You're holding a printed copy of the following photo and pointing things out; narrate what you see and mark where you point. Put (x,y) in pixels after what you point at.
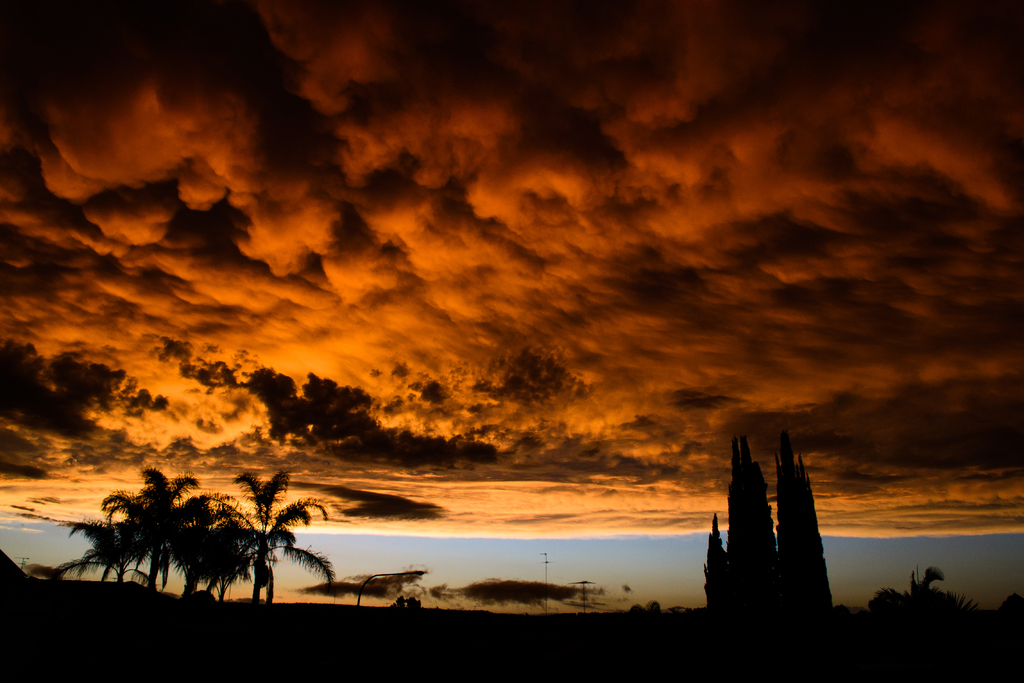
This is an image clicked in the dark. At the bottom (123,553) there are some trees (827,614). At the top of the image (632,154), I can see the sky (207,211) and clouds (183,212).
